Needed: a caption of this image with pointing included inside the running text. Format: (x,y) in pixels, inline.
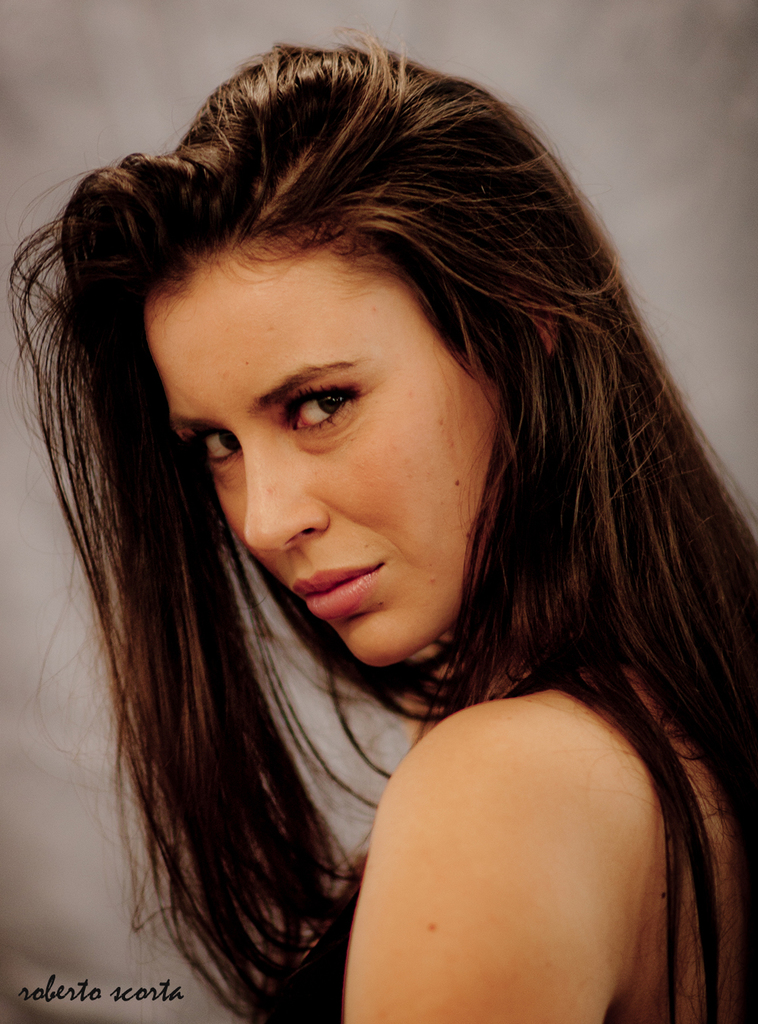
In this picture I can see a woman (425,284) in front (112,513) and I see the watermark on the bottom left corner of this picture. I see that it is blurred in the background (706,228).
